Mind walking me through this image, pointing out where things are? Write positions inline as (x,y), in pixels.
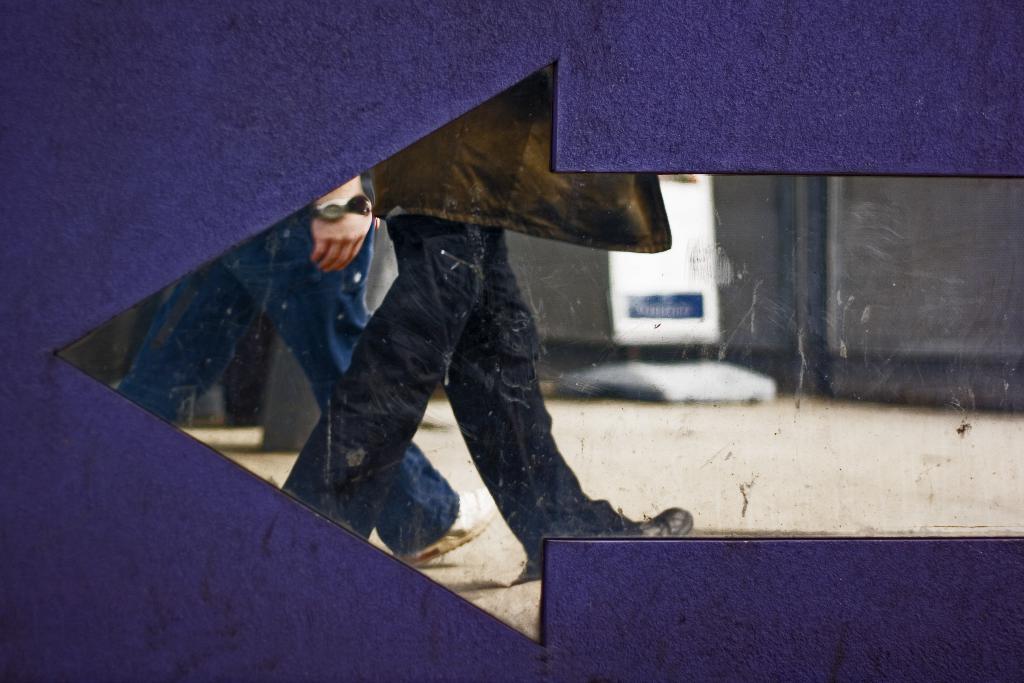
In this picture we can see a signboard (85,162), we can see legs (503,436) of two persons (494,414) in the middle (475,317), it looks like a glass (835,395).
